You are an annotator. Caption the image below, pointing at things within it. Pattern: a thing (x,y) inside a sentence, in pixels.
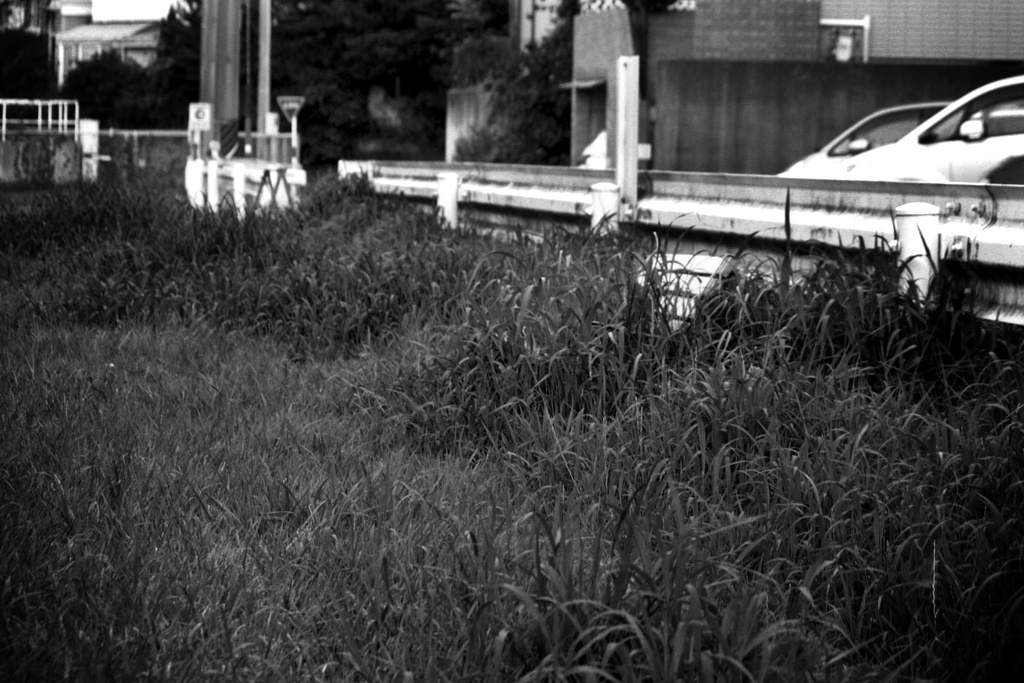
Here we can see grass (328,353) and cars (860,172). On the background (792,117) we can see wall (731,119), trees (147,98) and sky (159,20).
